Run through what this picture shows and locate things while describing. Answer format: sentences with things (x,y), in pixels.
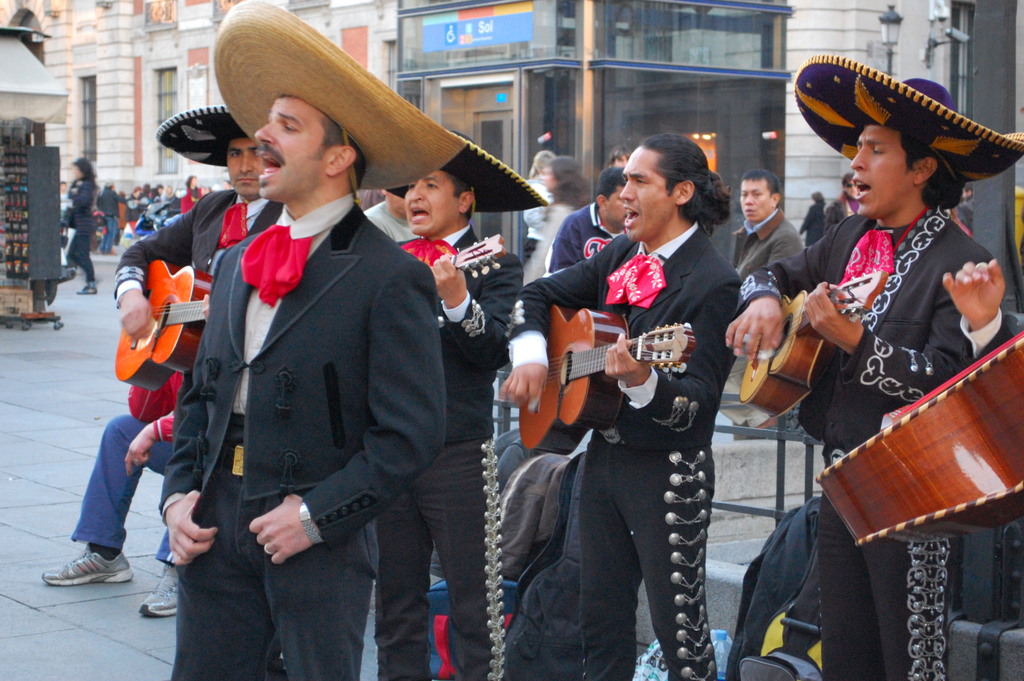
There are group of people (244,314) standing here wearing a black dress (301,406). Most of them are having a guitar (184,332) in their hands (613,349). Most of them are wearing hats (217,122) on their heads (246,163). All of them are singing. In the background (122,219) we can observe some people (135,210) and buildings (394,51) here.
